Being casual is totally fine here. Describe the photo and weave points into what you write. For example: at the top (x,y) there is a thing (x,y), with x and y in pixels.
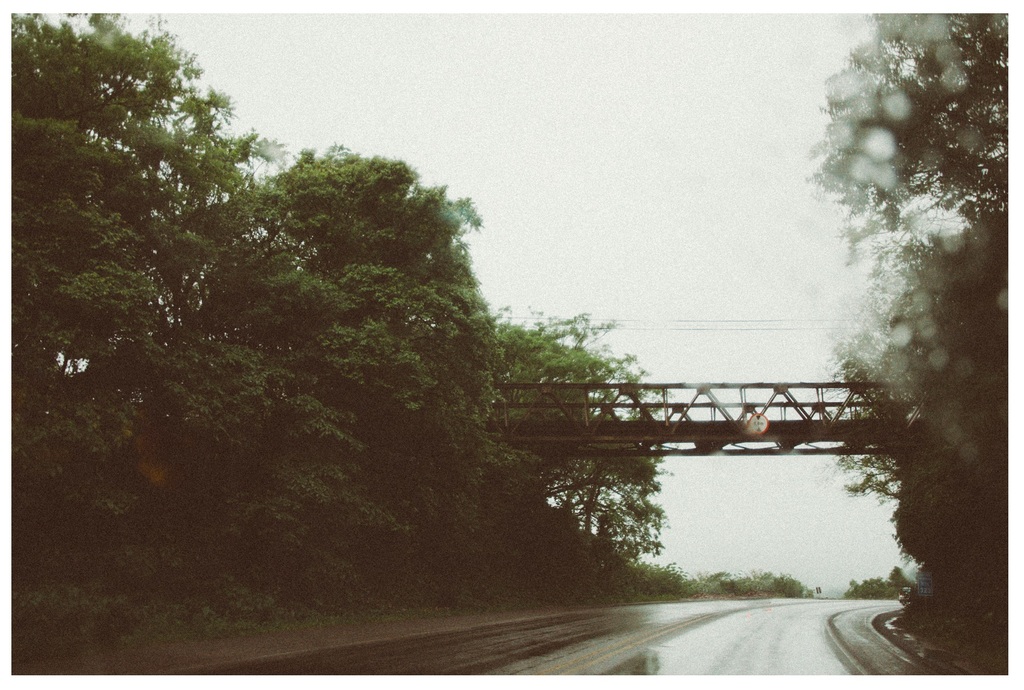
This image is taken outdoors. At the top of the image (520,183) there is the sky (628,237). At the bottom of the image (666,666) there is a road (438,662). In the middle of the image (485,430) there are many trees (880,81) and plants (61,601) with leaves (257,392), stems (257,392) and branches (480,444) and there is a bridge (705,434).
